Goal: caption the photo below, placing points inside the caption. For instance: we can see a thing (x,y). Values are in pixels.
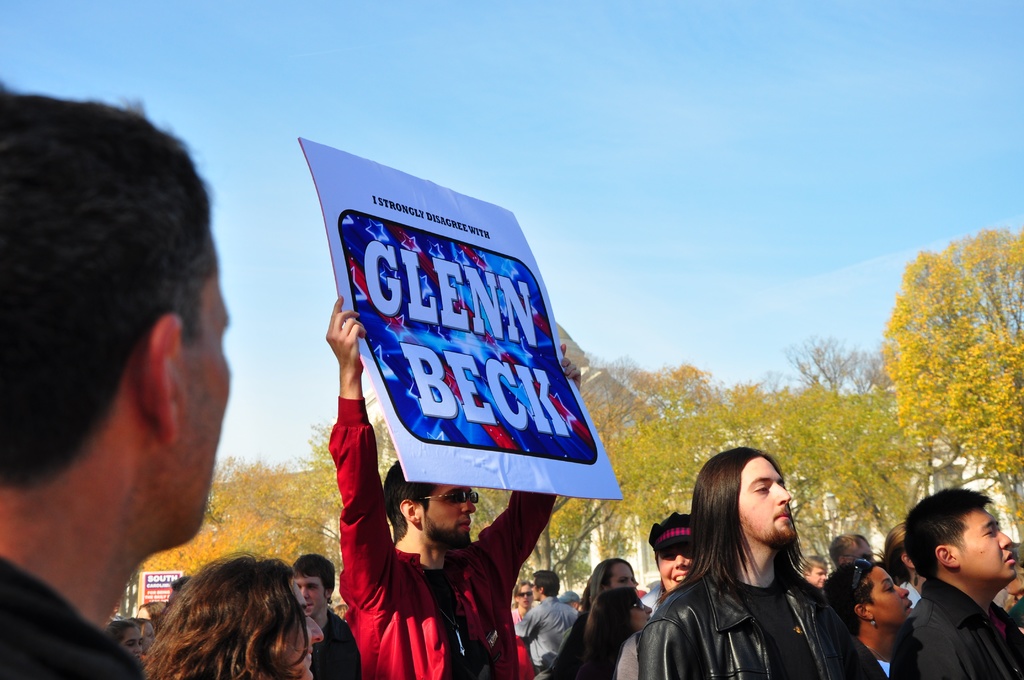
This is an outside view. At the bottom (471,655), I can see a crowd of people (473,615) facing towards the right side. One person (410,596) is holding a board (380,371) in the hands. On the board (411,332), I can see some text (416,303). In the background (699,440) there are some trees (726,437) and buildings (989,483). At the top of the image (746,137) I can see the sky (790,82).
